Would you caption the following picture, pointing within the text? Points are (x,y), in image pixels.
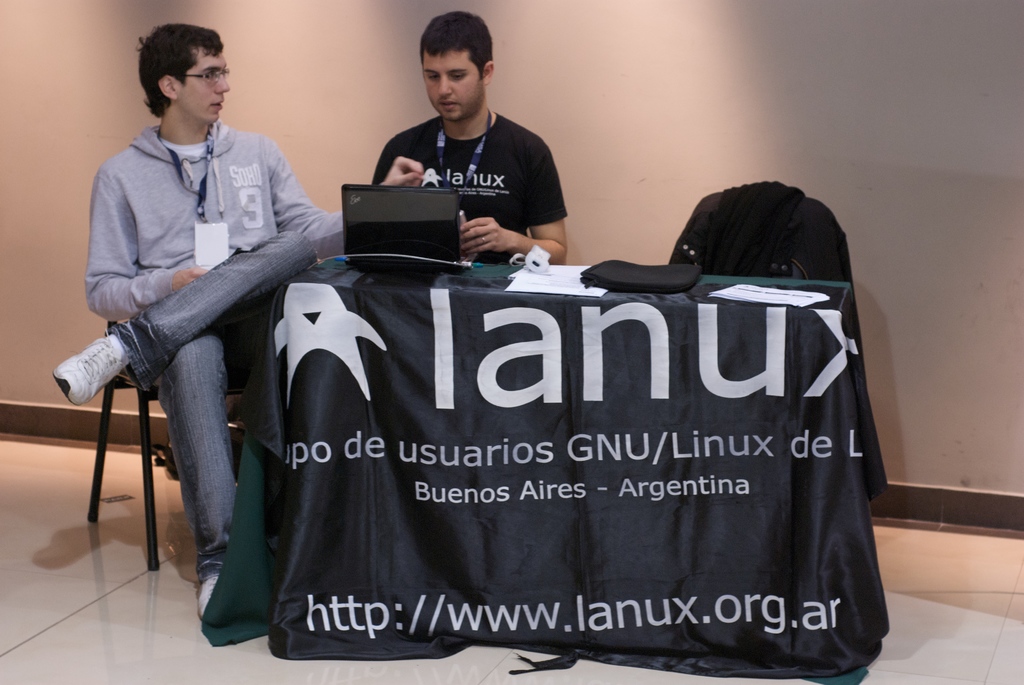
There are two people (213,146) sitting and talking with each other. In front of the person (472,130) in black color t-shirt (481,178), there is a laptop (405,237) on the table (477,279) which is on the floor (18,593). In the background (495,52), there is a beige color wall (666,72).
